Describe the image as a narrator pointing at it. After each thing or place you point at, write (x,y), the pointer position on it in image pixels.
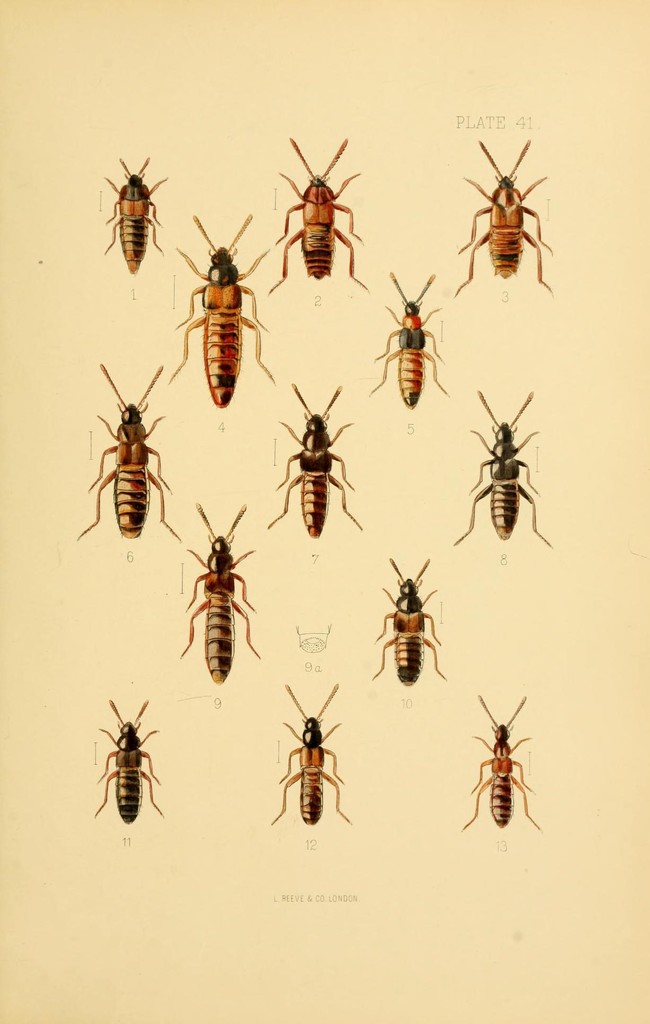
In this image I can see an art (226,384) of few insects (312,450) on the cream colored paper (275,209). I can see something is written on the paper (307,689).
